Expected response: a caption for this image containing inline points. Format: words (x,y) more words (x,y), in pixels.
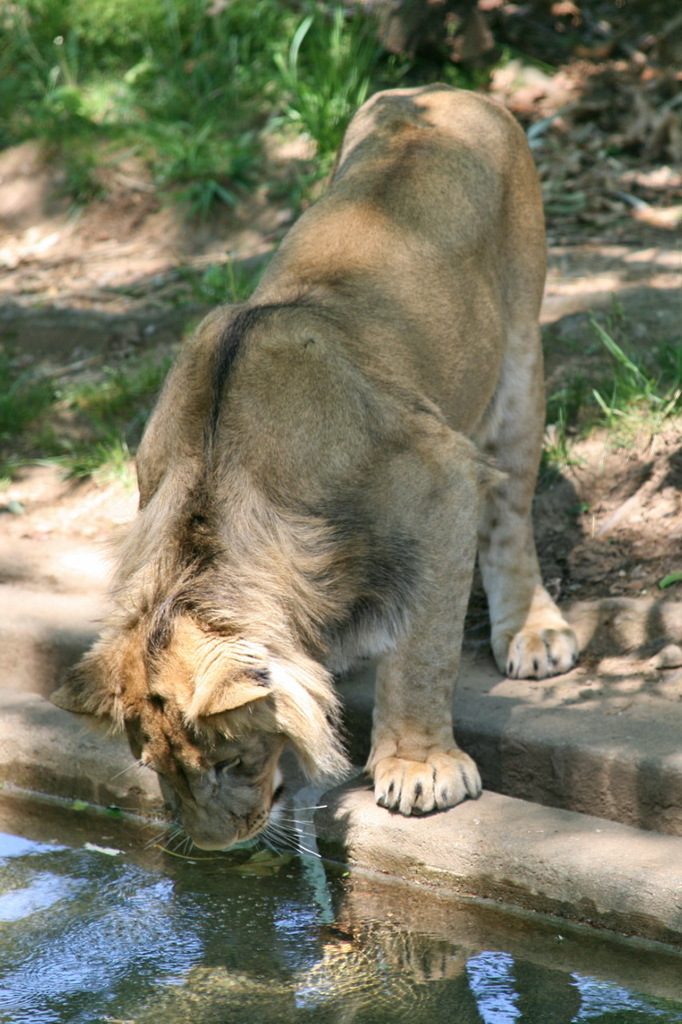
In this image we can see a lion (265,482). At the bottom (132,955) there is water (281,993). In the back (217,112) there are plants (199,167) on the ground (191,230).
